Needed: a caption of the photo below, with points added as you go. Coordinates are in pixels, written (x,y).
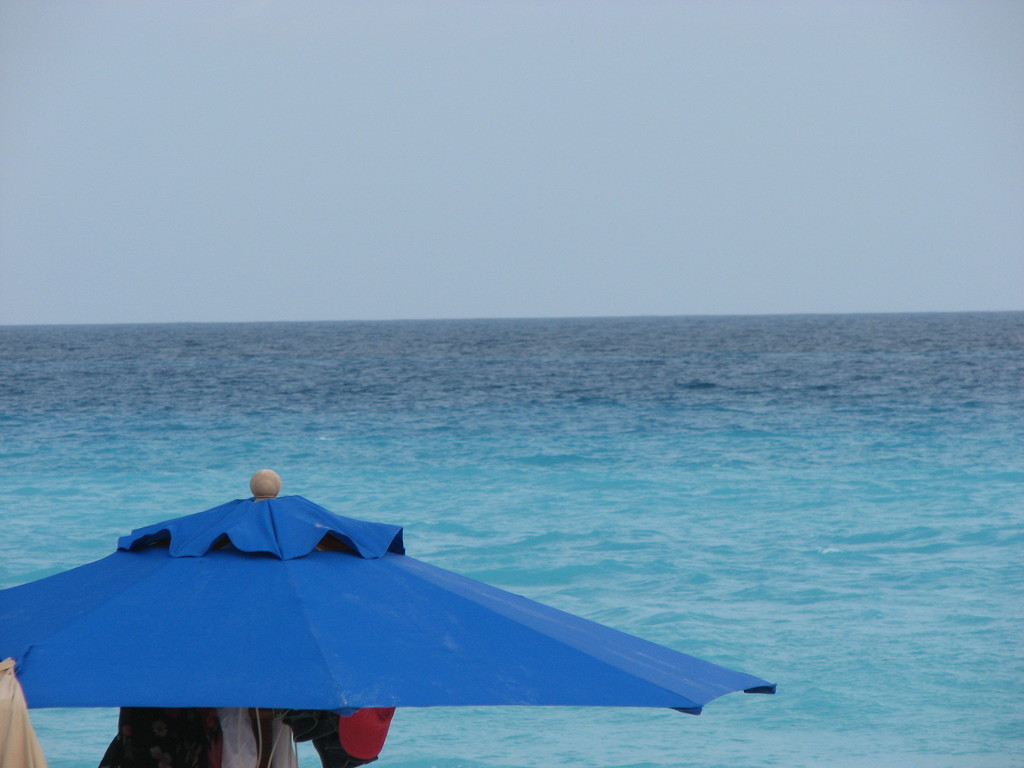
On the left side (211,639) bottom of the image (393,662), we can see an umbrella (421,671) and clothes (344,736). In the background (495,543), we can see the water (484,484) and sky (435,258).
